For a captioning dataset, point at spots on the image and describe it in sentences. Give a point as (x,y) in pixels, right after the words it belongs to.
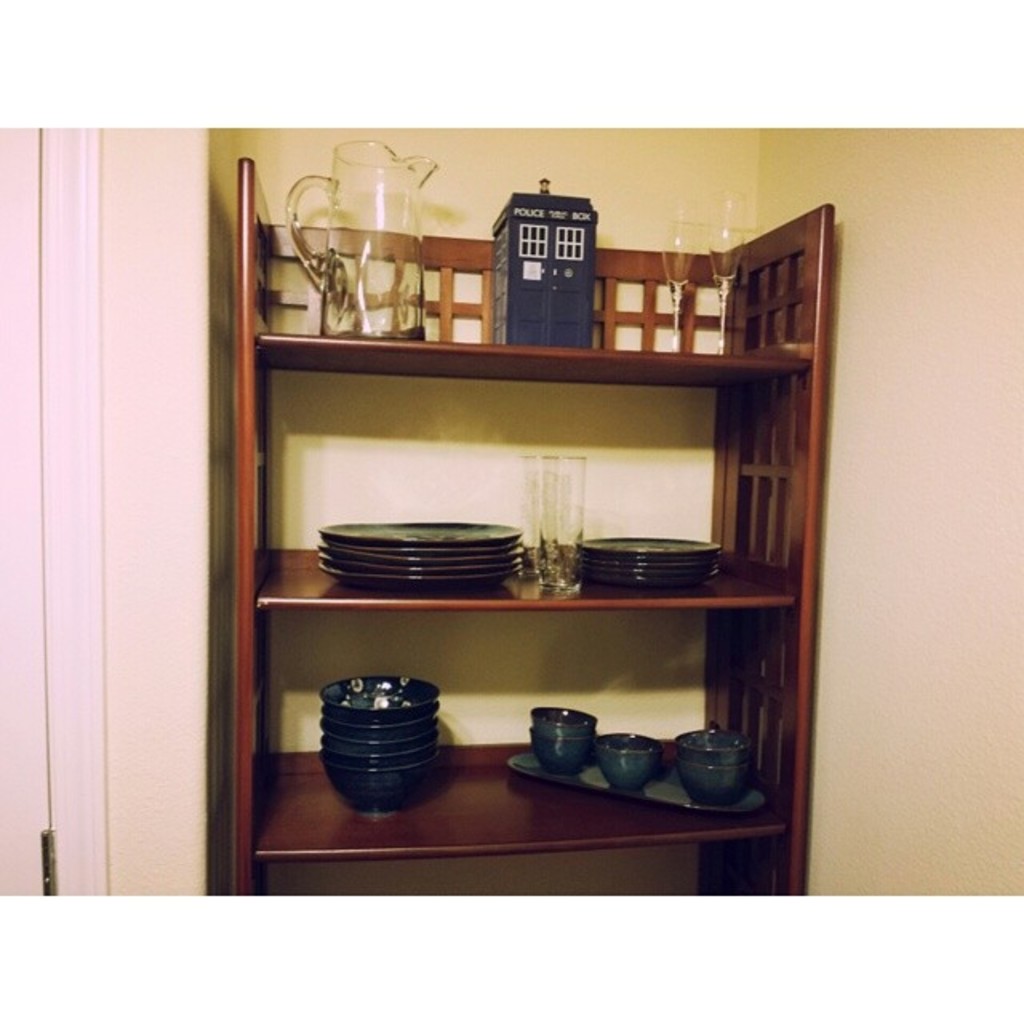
There is a glass jug (378,198), two glasses (712,244) and a box (532,268) is kept on the top shelf (697,367). There are plates (487,547) and a glass (571,550) arranged on the second shelf (722,583). There are cups (691,774) arranged on a tray (662,785) and the bowls (412,743) arranged on the third shelf (576,819). In the background (902,236), there is wall (136,479).
